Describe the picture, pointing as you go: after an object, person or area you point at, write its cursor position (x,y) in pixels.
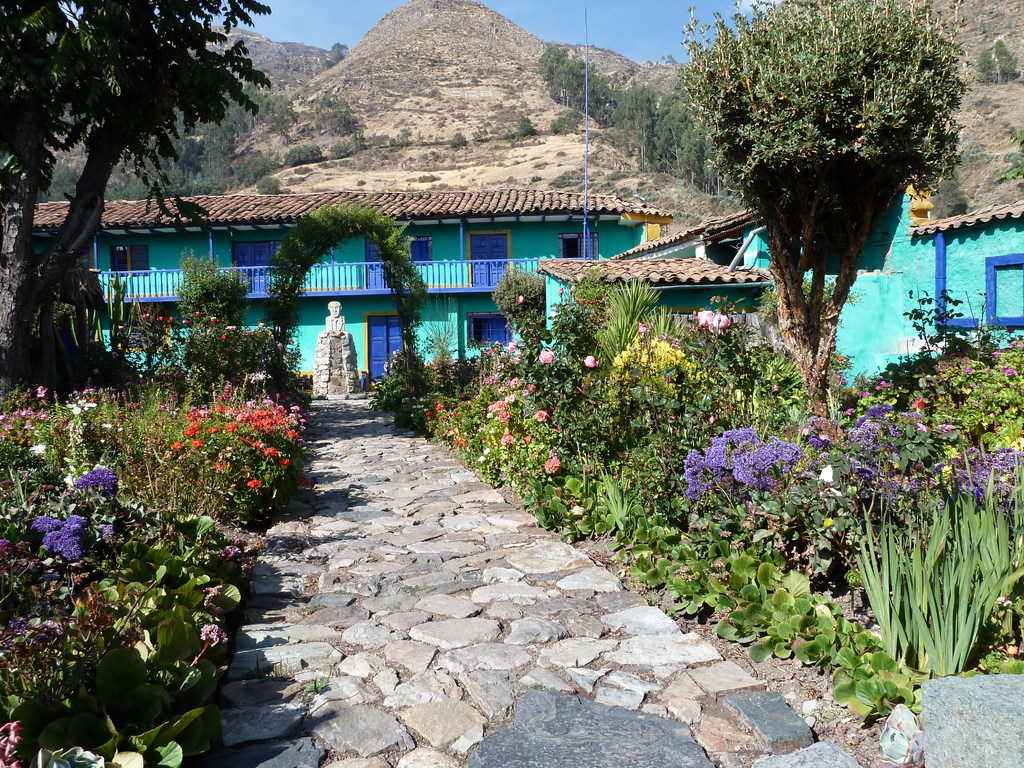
In this picture we can see stones (356,516), buildings (436,242), trees (943,55), mountains (313,75), statue (334,331), plants (294,332) with flowers (750,471) and in the background (303,26) we can see the sky (651,13).
